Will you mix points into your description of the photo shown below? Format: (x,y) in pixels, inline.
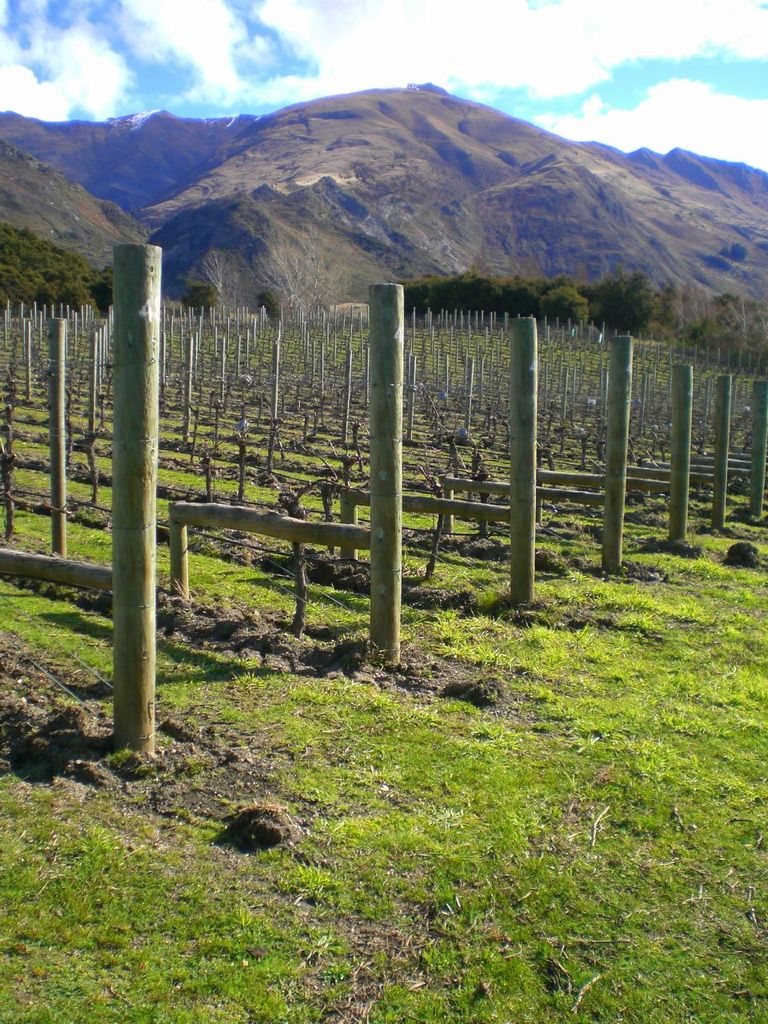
There are plenty of wooden poles (565,402) in a land (376,683) and behind the land (99,936) there are few trees (82,296) and mountains (430,253).
